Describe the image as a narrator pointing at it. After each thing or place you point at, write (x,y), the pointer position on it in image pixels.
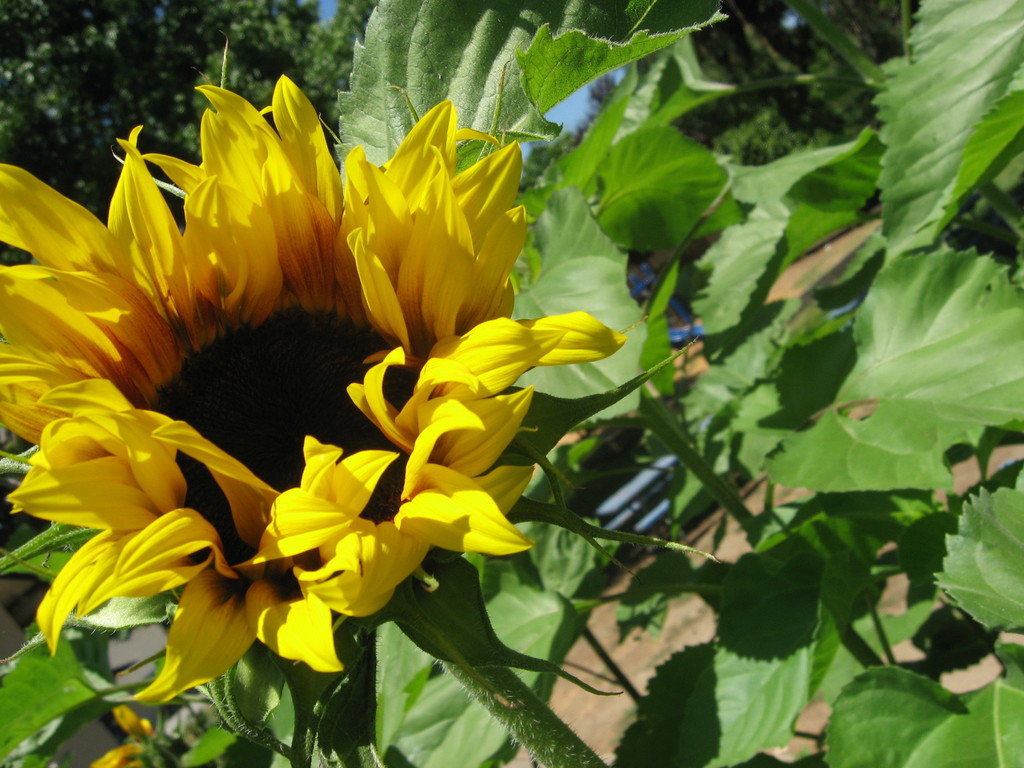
In this picture I can see the sunflower (353,334) on the plants (409,662). In the background (6,38) I can see the trees (844,10) and sky (563,115). On the right (957,348) I can see the leaves (830,502).
